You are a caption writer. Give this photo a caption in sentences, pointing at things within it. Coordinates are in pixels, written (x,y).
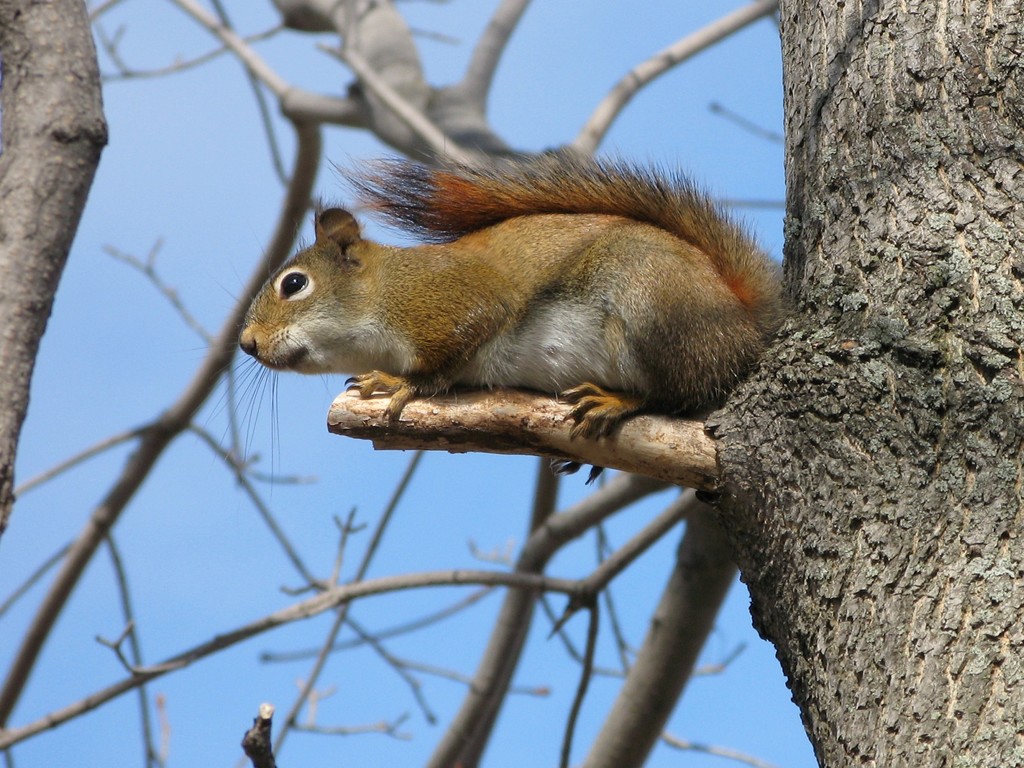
In this image we can see squirrel (518,377) sitting on the tree (742,425). In the background (190,174) there is sky (560,134).
